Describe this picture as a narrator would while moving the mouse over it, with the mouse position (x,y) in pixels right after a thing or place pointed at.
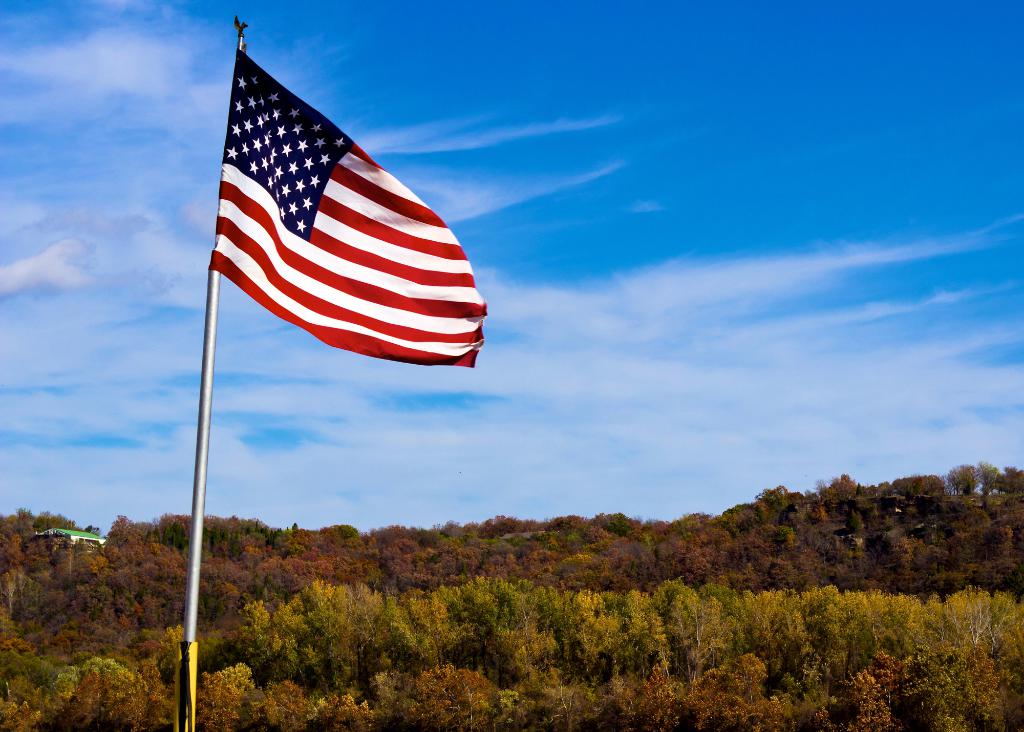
In this picture there is an american flag (279,101) on the left side of the image (339,308) and there are trees (812,502) at the bottom side of the image (143,676).
